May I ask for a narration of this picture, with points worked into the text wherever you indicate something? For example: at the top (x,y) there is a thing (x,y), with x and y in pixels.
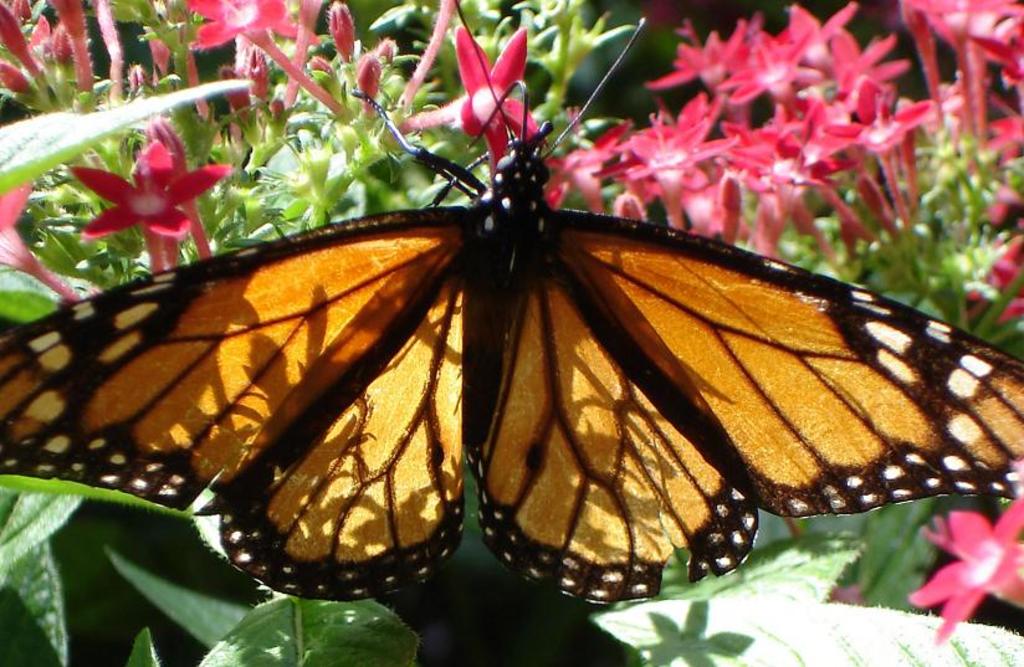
In this image we can see a butterfly (624,328) on a flower (508,97) of a plant (271,237). In the background (924,190), we can see group of leaves (152,585) and flowers (766,159).
